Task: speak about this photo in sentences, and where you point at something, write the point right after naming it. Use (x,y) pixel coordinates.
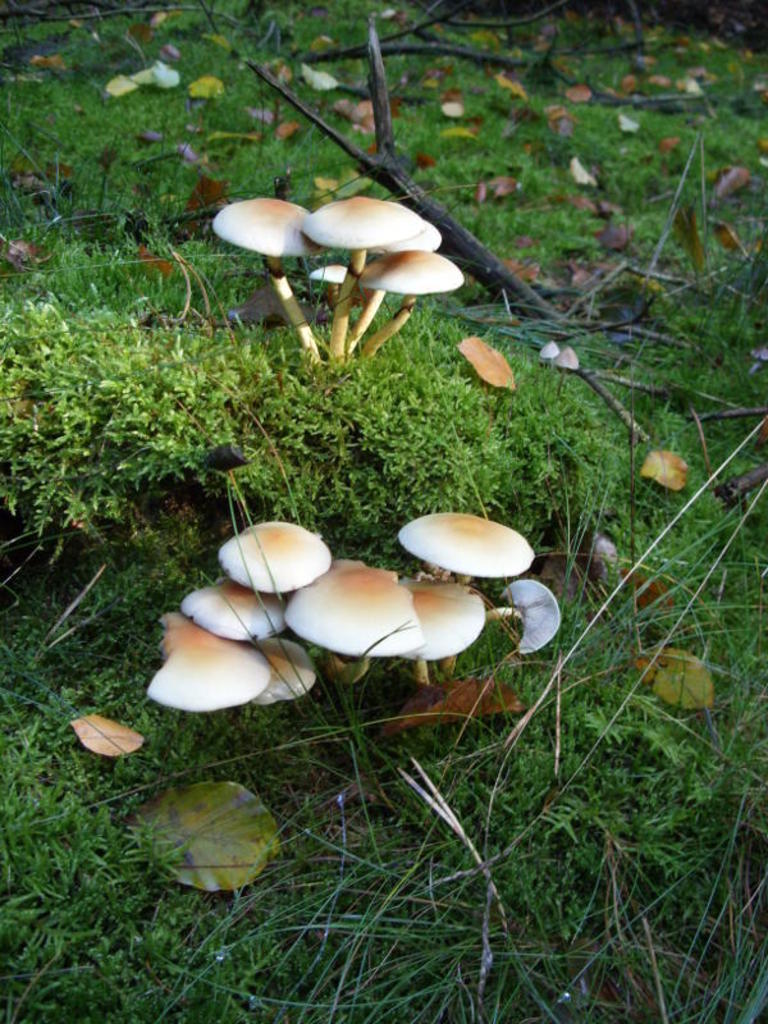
In this image I can see few mushrooms (453,657), they are in white and cream color. Background (58,164) I can see plants (154,331) and grass (170,306) in green color.
